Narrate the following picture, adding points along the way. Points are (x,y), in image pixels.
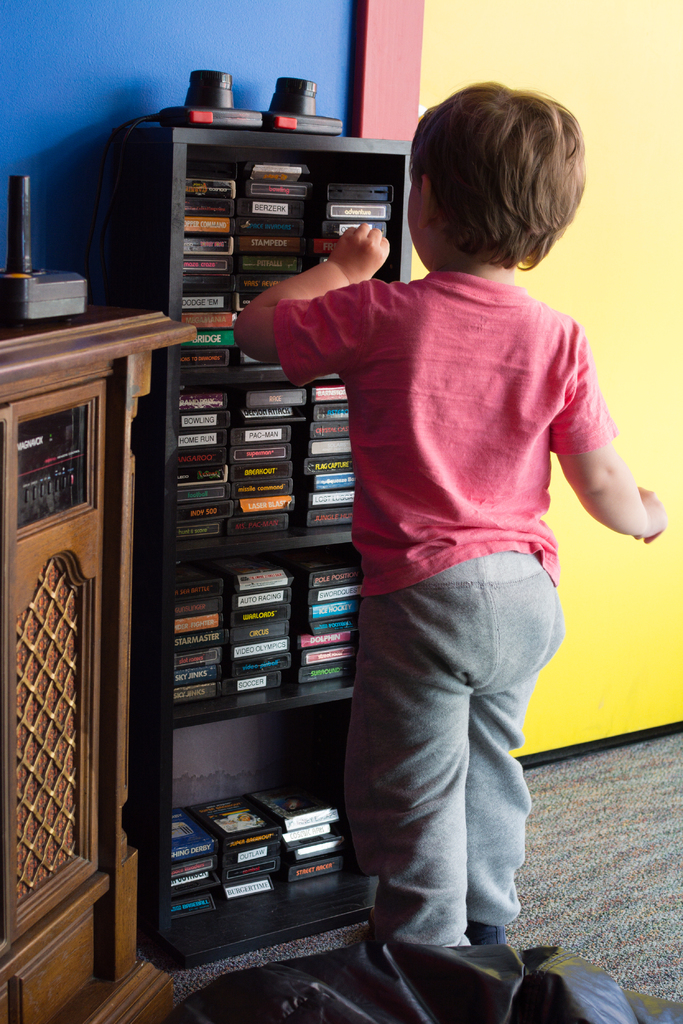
Here we can see a boy (243,330) picking up something (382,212) from this wooden shelf (159,419).
